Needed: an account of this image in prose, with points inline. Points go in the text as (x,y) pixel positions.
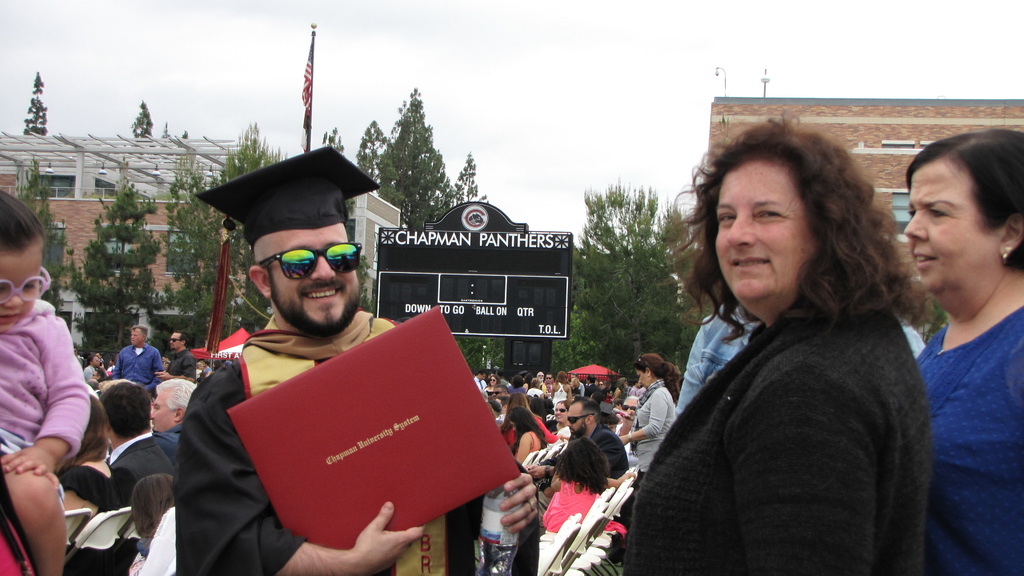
In this image I can see the group of people (771,400) with different color dresses (597,431). I can see few people (595,412) are wearing the goggles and one person (214,447) is holding the red color object (382,490) and the bottle (483,545). In the background (453,286) I can see the board (465,320), flags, tents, many trees (125,282) and the buildings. I can also see the sky (523,97) in the back (523,97).
